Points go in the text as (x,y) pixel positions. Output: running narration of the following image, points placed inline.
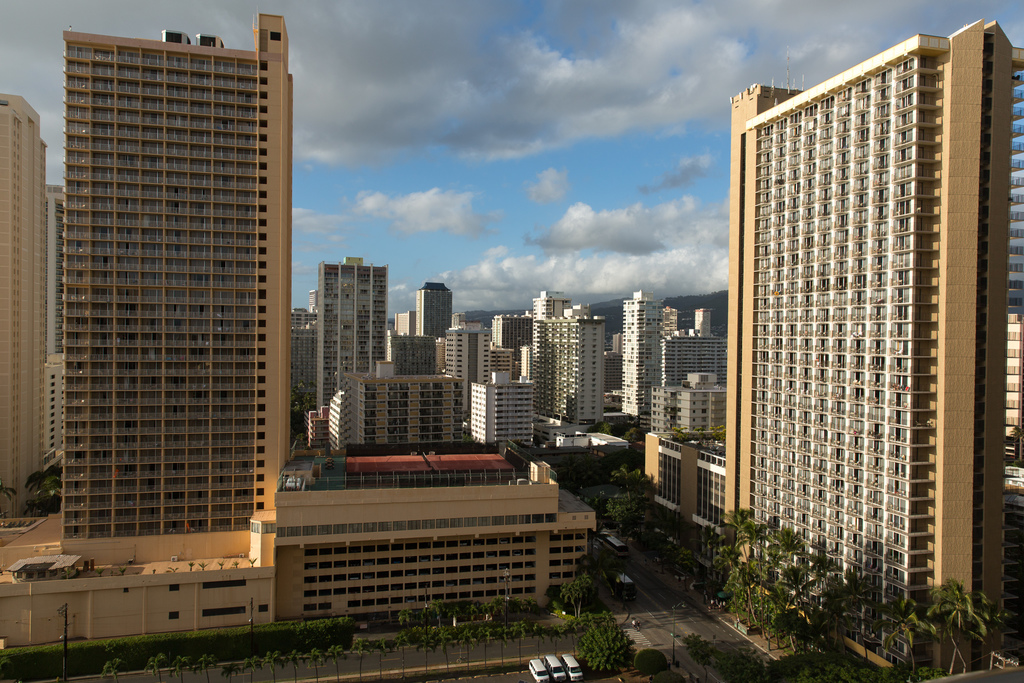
This is an outside view. At the bottom (553,663) there are few vehicles (630,583) on the road (684,626) and many trees (798,639). In the middle of the image (484,382) there are many buildings (390,406). At the top of the image (606,147) I can see the sky (606,147) and clouds (382,77).
